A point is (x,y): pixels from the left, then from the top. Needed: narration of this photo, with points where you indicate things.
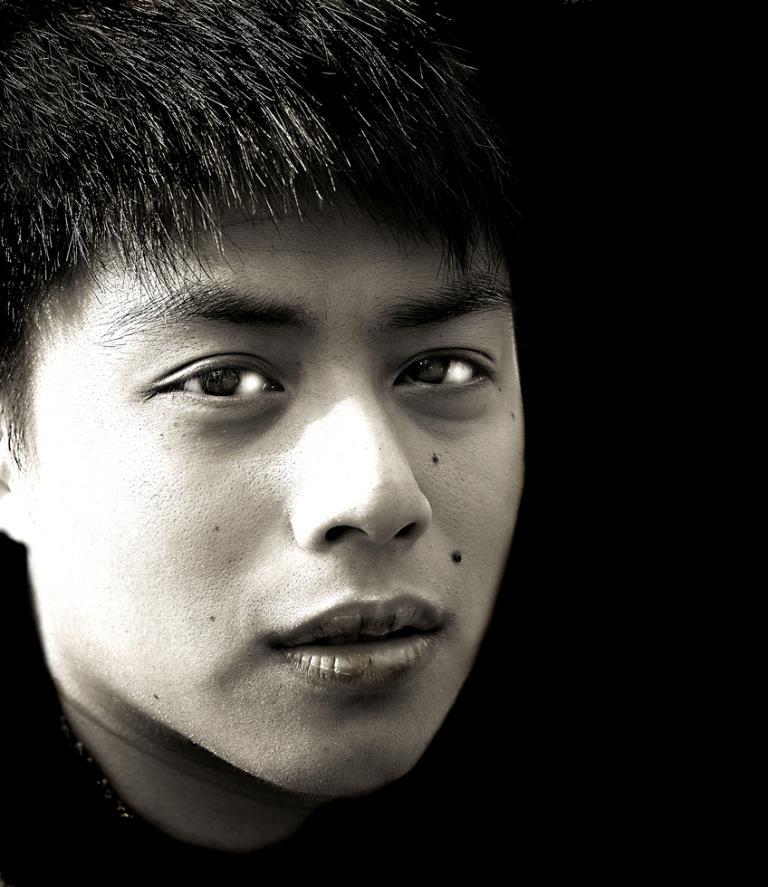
In the picture a person (238,252) posing for the photo, the background of the person (334,371) is black and it is a black and white image.
